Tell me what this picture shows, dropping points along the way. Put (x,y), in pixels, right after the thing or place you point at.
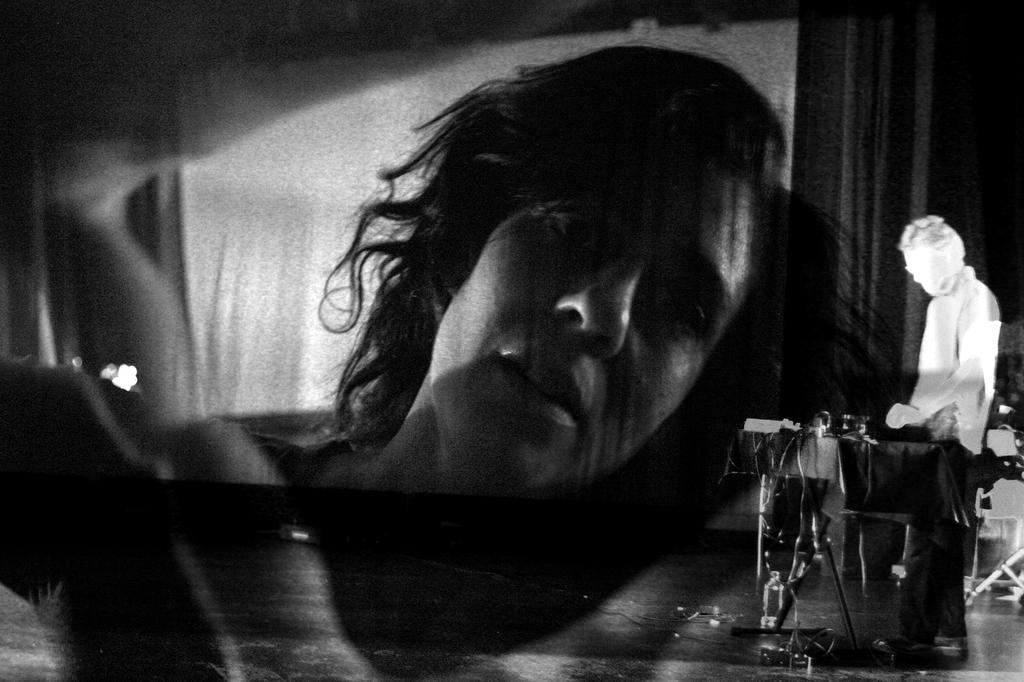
In this image on the right side (961,438) there is a man (962,462) standing and in front of the man (953,363) there is a table (846,447). On the table (851,449) there are objects (851,433). In the background (530,323) there is a curtain (787,245) and on the curtain (246,217) there is a display (437,331) of the woman (490,362) is displaying.
